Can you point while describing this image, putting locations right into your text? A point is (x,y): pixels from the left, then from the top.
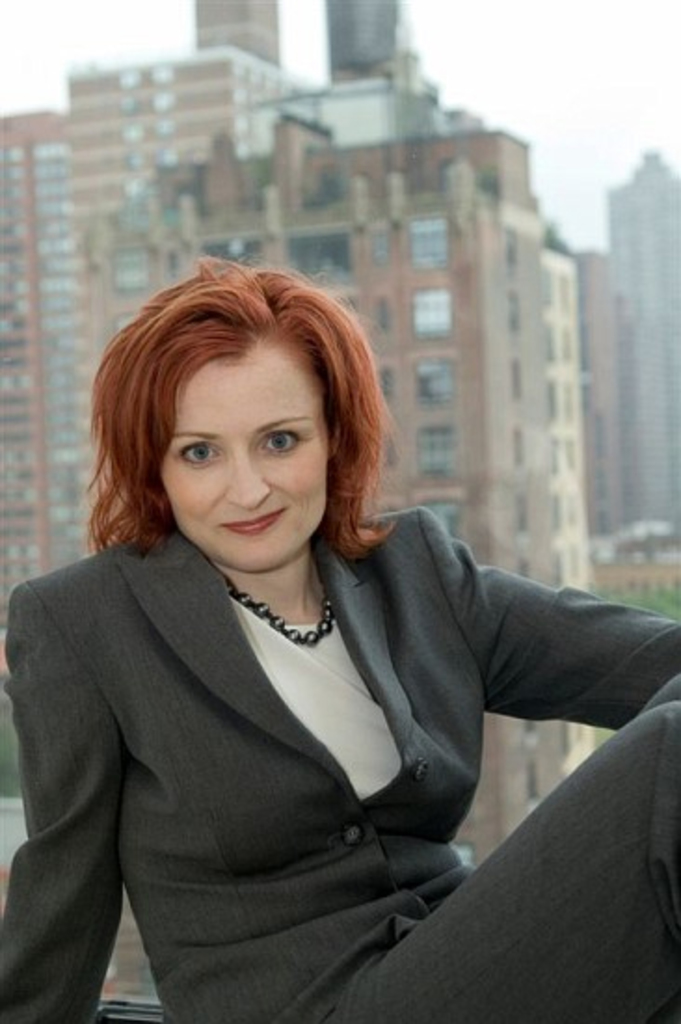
As we can see in the image in the front (283,665) there is a woman (214,487) wearing black color jacket (202,609). In the background (382,317) there is a building (595,296) and at the top (504,118) there is a sky (481,58).
